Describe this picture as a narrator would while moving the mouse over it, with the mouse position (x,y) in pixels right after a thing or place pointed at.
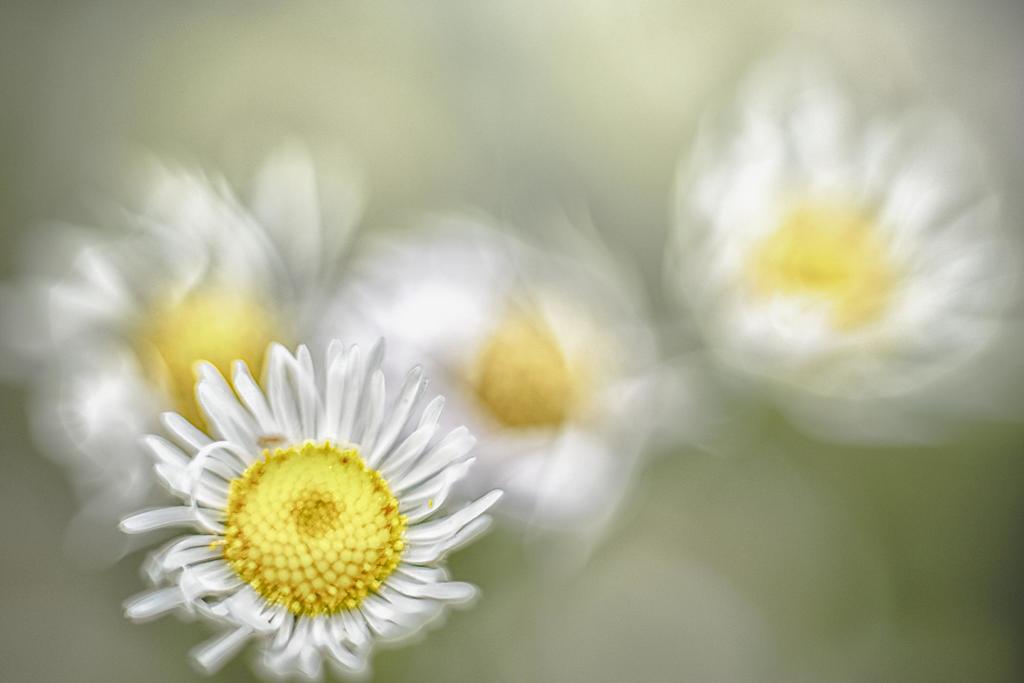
In the center of the image (542,311) we can see few flowers (507,299), which are in white and yellow color.
